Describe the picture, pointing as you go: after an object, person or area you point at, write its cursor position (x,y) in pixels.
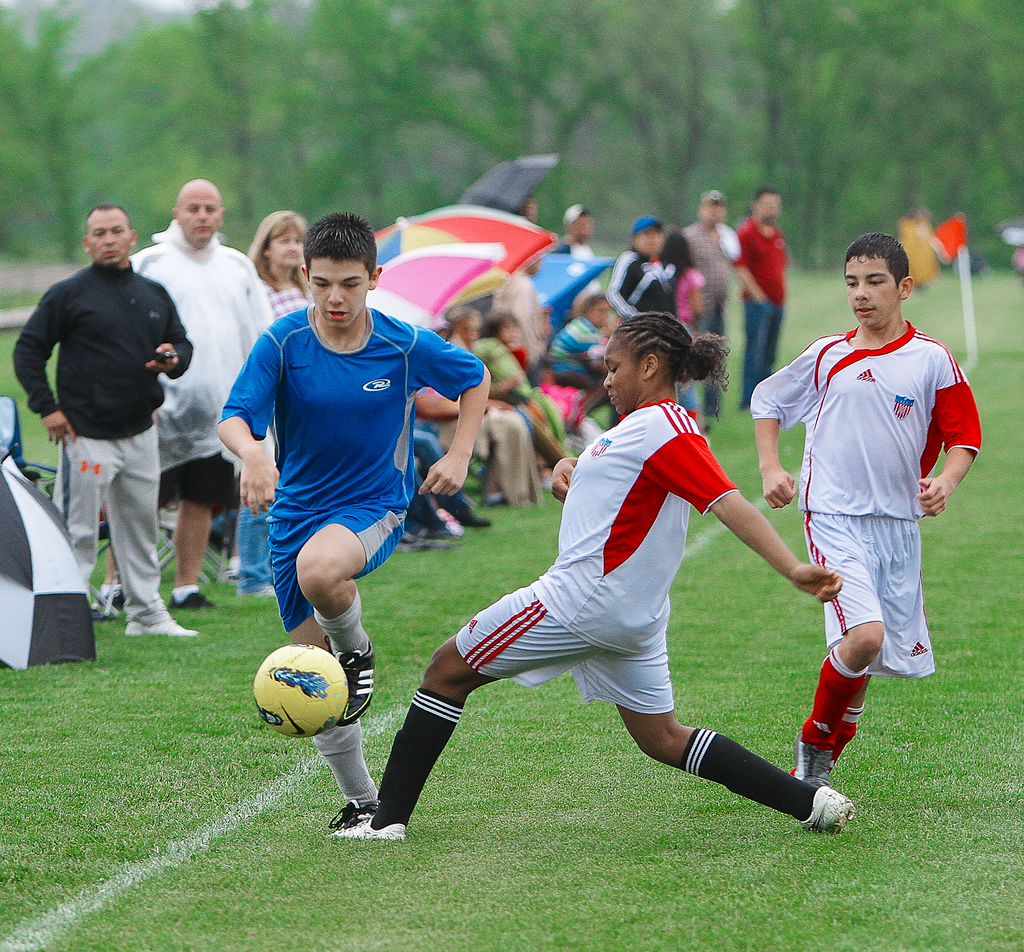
There are three persons (367,538) playing football. Behind them there are group of people (236,265) standing and sitting, holding umbrellas (499,270). Football (320,666) is of yellow color. At background (346,132) there are group of trees (811,94).
